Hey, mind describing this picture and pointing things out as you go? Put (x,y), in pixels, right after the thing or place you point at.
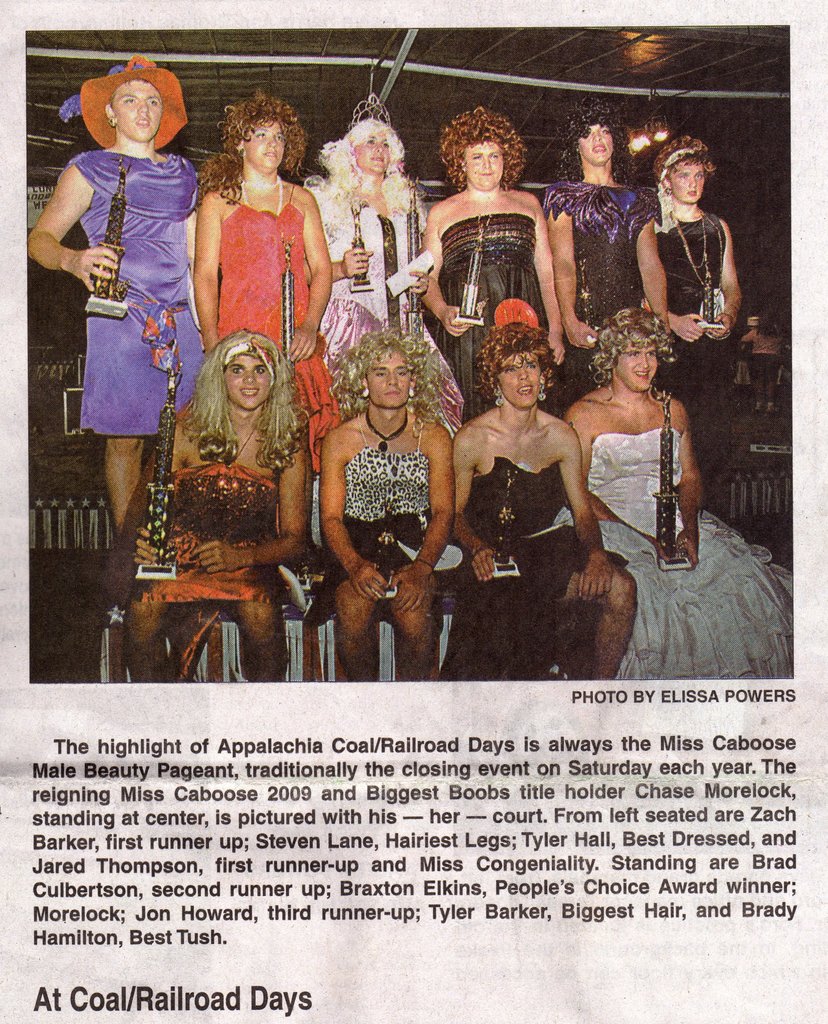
In the center of the picture (353,635) there are people (248,282) holding mementos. At the bottom (290,793) there is text (428,799). The picture may be a newspaper column. At the top (44,134) there are pipes (396,80) and ceiling (703,51) and there are lights (649,140) also.
